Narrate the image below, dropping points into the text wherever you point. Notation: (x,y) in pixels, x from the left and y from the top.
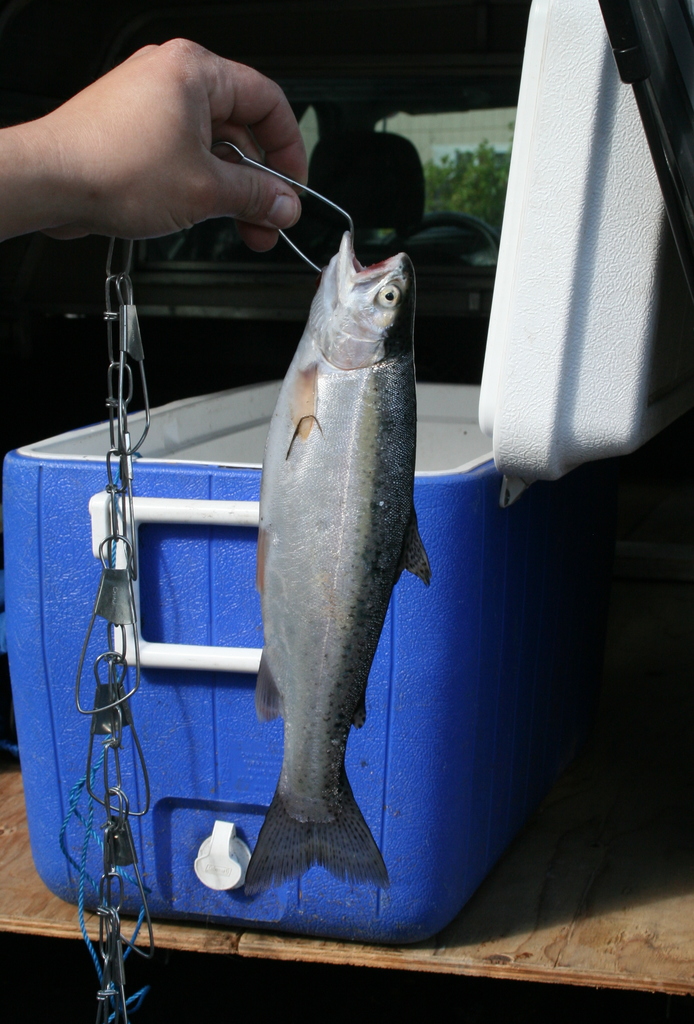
In this picture we can observe a fish (283,553) which is in grey color. We can observe a hook (297,250) in the fish's mouth (338,281). There is a human hand (127,158) holding the hook (291,182). We can observe a blue color box (129,754) placed on the wooden surface (23,860).
